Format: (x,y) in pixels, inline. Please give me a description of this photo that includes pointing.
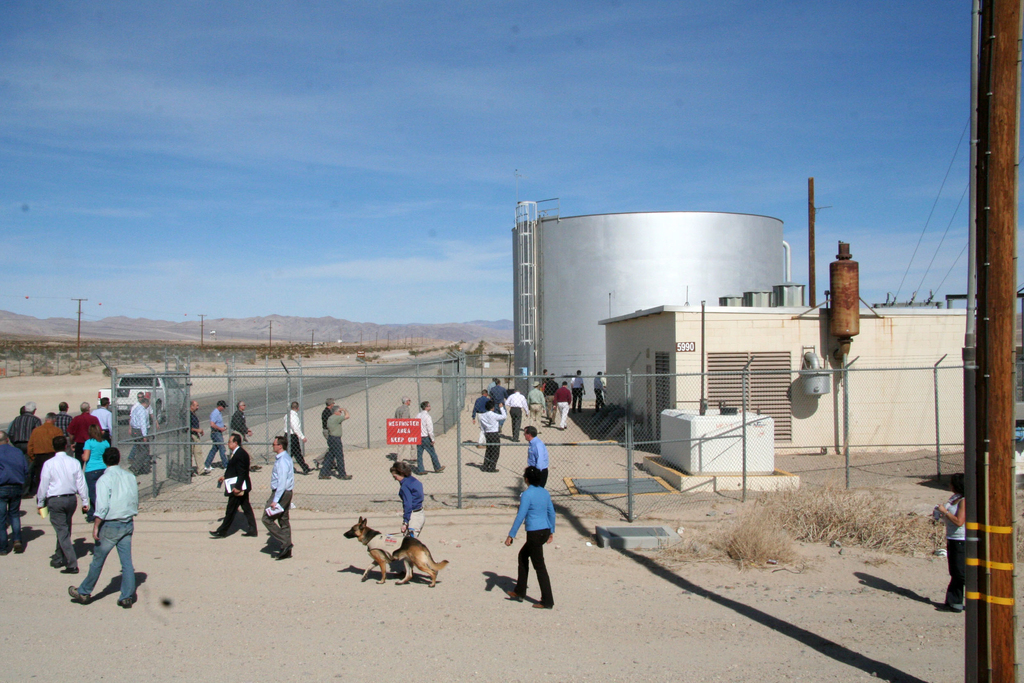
As we can see in the image there are few people (101,470) here and there, fence (449,436), dog (391,551), houses (758,349), current poles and sky (266,130).
